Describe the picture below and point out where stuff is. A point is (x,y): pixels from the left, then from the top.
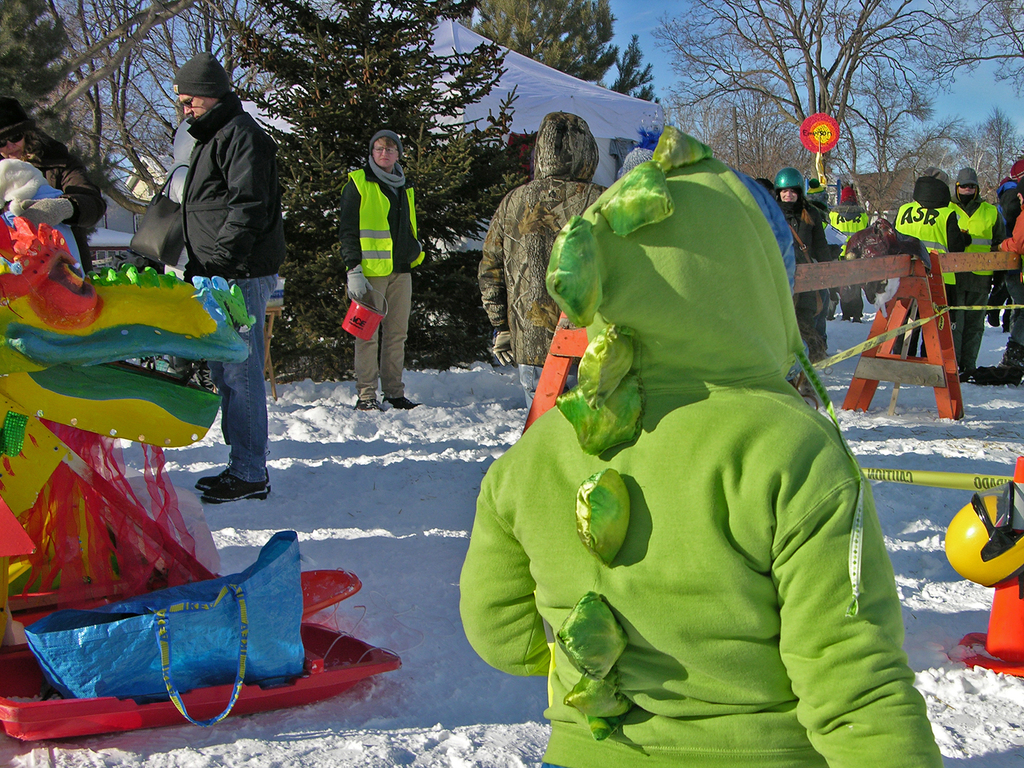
In this picture I can see a person (595,475) wearing the costume (724,545) in the middle (676,505). On the left side (232,342) I can see a doll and a handbag (182,629) on the snow (374,707), on the right side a group of people (964,196) are standing on the snow (461,423). In the background (132,25) I can see a tent (534,112) and there are trees (476,90), at the top (659,39) there is the sky (660,54).
